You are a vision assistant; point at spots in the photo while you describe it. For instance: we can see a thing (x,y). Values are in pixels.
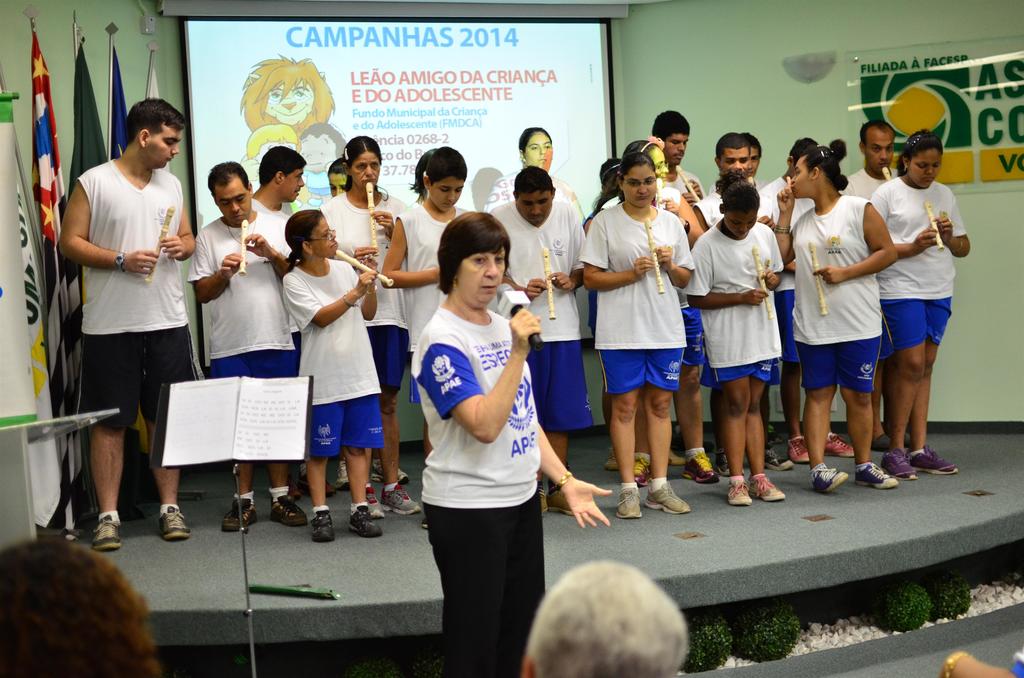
In this image I can see the group of people (380,396) with white, blue and black color dresses (449,482). I can see these people (338,307) are holding the musical instruments (548,277). In-front of the people (119,457) I can see few more people (487,499) and stand (162,437) with papers (210,457) on it. To the left (26,298) I can see the flags (89,72). In the background (324,91) I can see the screen (441,119) and board (902,129) to the wall (697,68).
